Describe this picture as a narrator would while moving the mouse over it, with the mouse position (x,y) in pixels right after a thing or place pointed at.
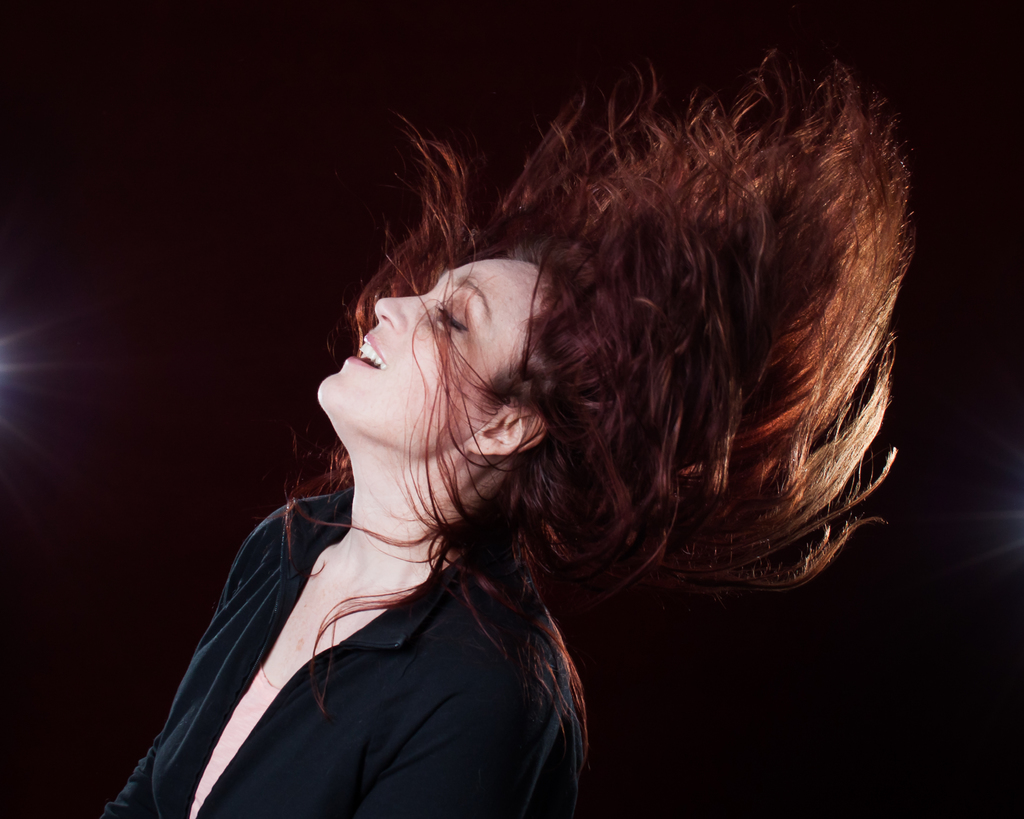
In this picture I can see a woman (564,459) wearing a black shirt (349,700).
